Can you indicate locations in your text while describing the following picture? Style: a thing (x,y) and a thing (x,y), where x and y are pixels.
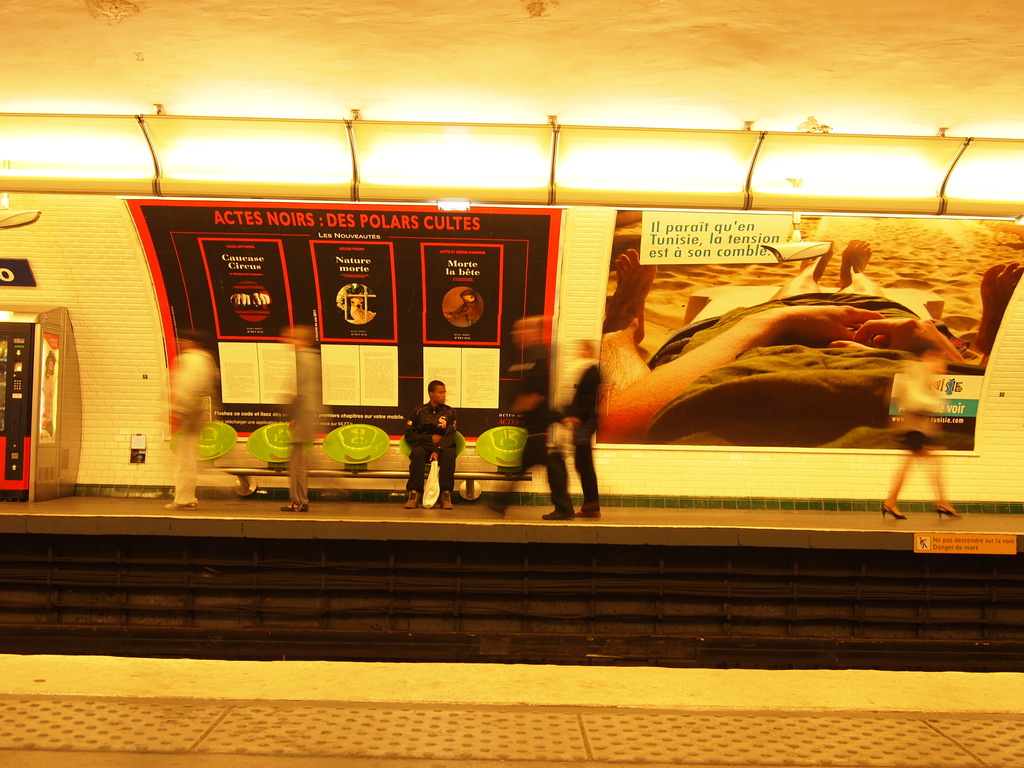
This image is clicked in a railway station (88,239), there are platforms (585,726) on either side with a track (653,642) in the middle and people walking in the back platform (52,520) and a person (444,468) sitting on chair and there are lights (214,172) over the ceiling (805,79) with ad banners (376,259) below it.
